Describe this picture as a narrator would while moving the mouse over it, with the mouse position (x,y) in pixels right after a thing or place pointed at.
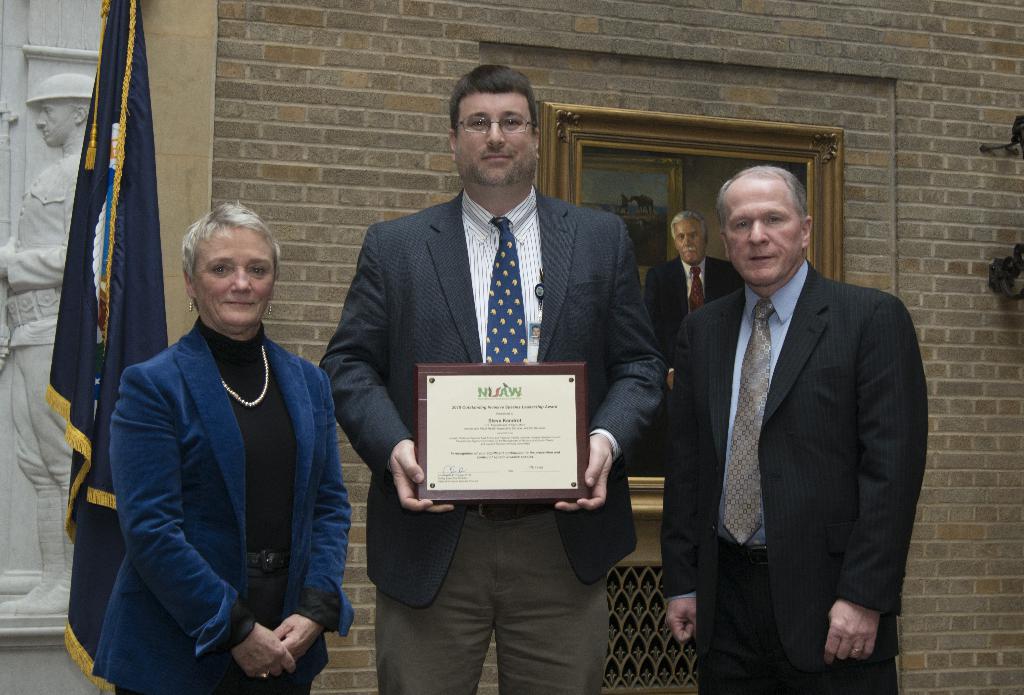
In this image we can see many persons (758,358) standing. In the background (645,568) we can see photo frame (654,175), flag (138,198), sculpture (74,107) and wall (310,81).
